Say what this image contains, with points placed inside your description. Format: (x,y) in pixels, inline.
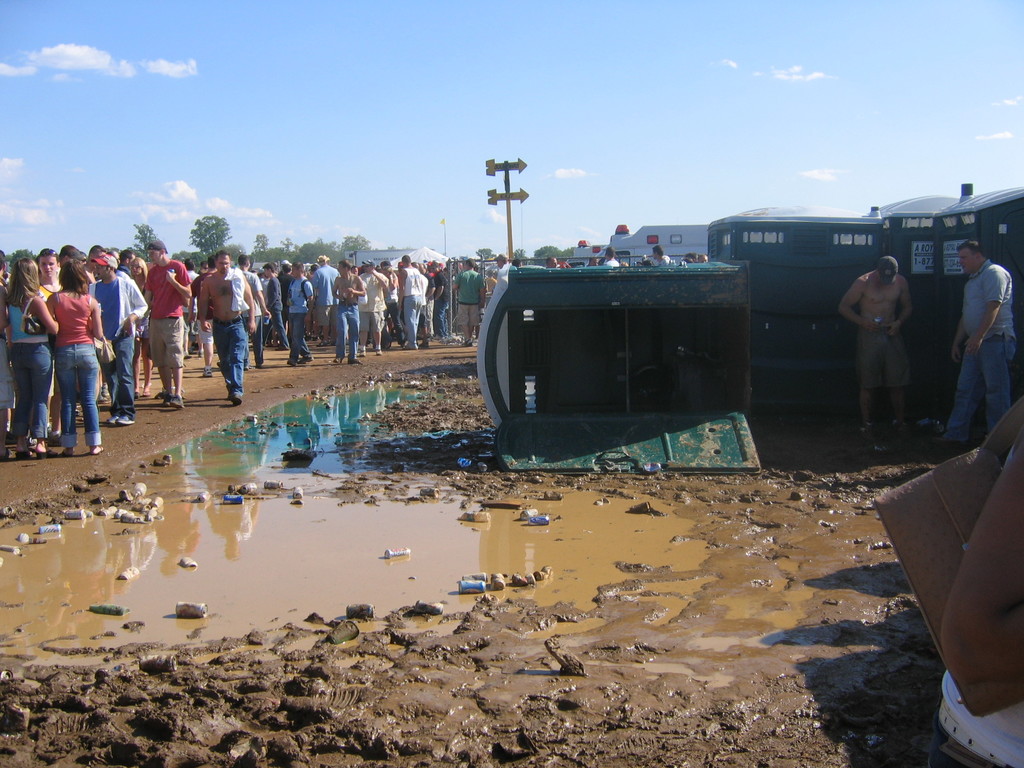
In this image we can see some group of persons (246,361) standing and some are walking on left side of the image (197,372) and on right side of the image (730,396) there are some portable toilets (657,396), ambulance (692,241) some persons (1001,319) standing and in the background of the image (288,192) there are some trees (483,254) and clear sky (271,112).
